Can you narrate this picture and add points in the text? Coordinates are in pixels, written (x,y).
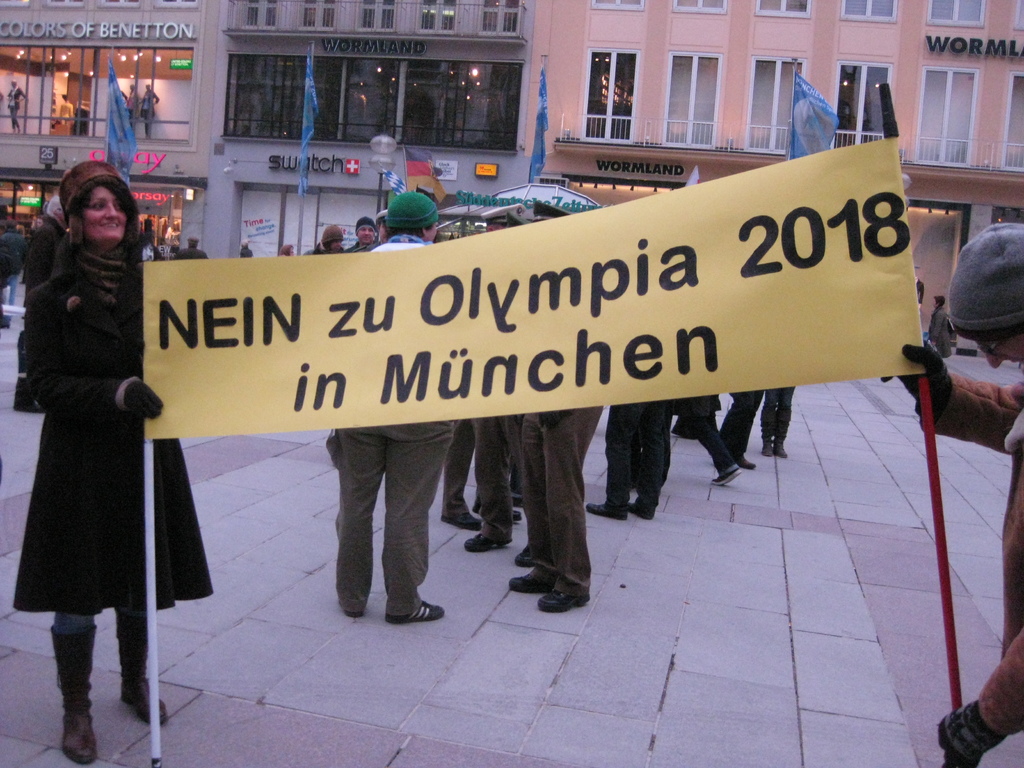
As we can see in the image there is a banner (364,331), few people (378,242) here and there, buildings (472,124) and fence (696,125).
